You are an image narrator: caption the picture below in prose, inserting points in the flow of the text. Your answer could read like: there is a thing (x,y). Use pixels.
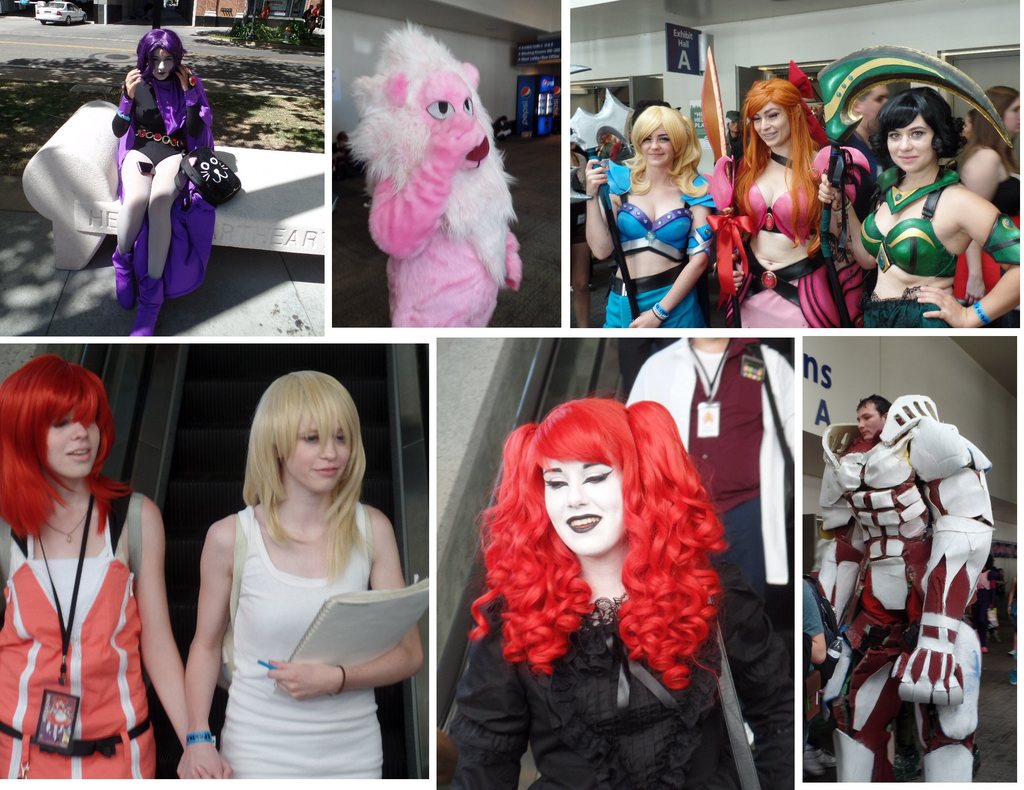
In this picture I can see collage of few pictures and I can see a woman (162,117) seated in the first picture and in the second picture I can see a human (459,182) wore a mask (472,177) and in the third I can see few woman (882,249) standing and there were some fancy dress (779,220) and in the fourth picture I can see couple of women (112,579) standing and holding their hands (214,763) and I can see a woman (289,678) holding a book (319,649) in her hand (321,678) In the fifth picture I can see couple of them standing, in the last picture I can see man (907,563) wore a fancy dress (897,493) and I can see few people (991,568) standing on the side and I can see text (825,407) on the wall (818,346).
